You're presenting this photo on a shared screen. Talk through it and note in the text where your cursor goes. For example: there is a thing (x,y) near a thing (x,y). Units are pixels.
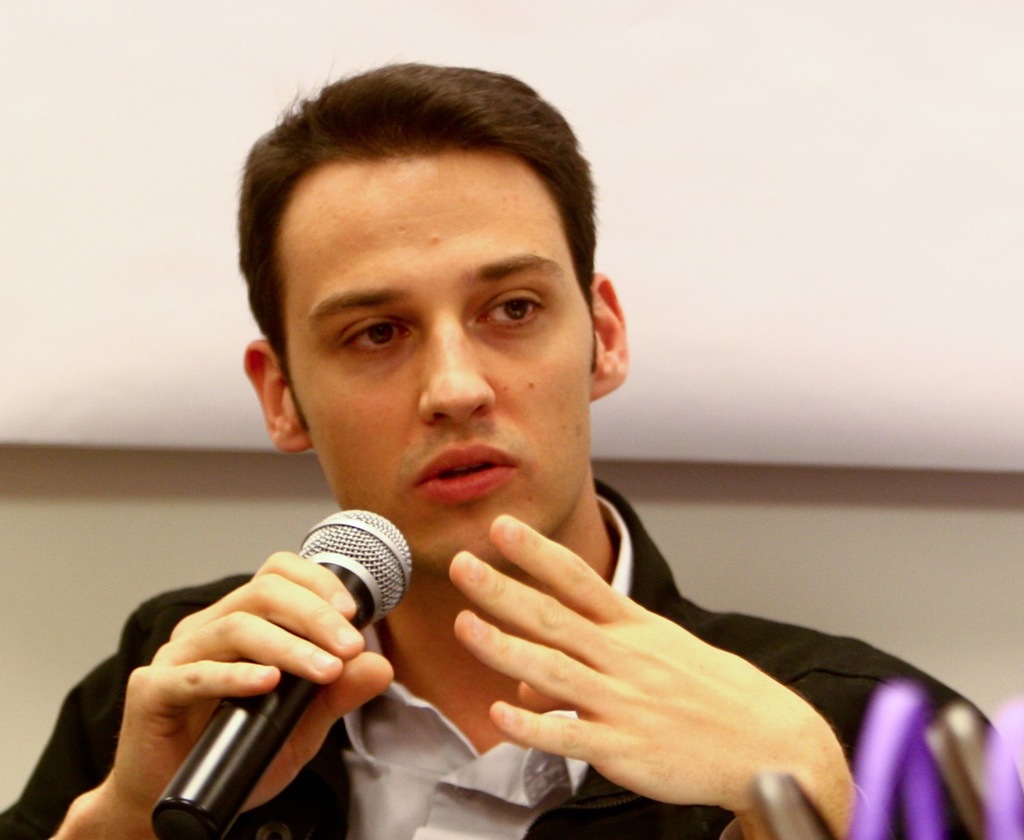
This man (375,406) wore suit (784,670) which is in black color and holding a mic (202,758) in-front of his face (460,504). Background (763,437) is in white color.
